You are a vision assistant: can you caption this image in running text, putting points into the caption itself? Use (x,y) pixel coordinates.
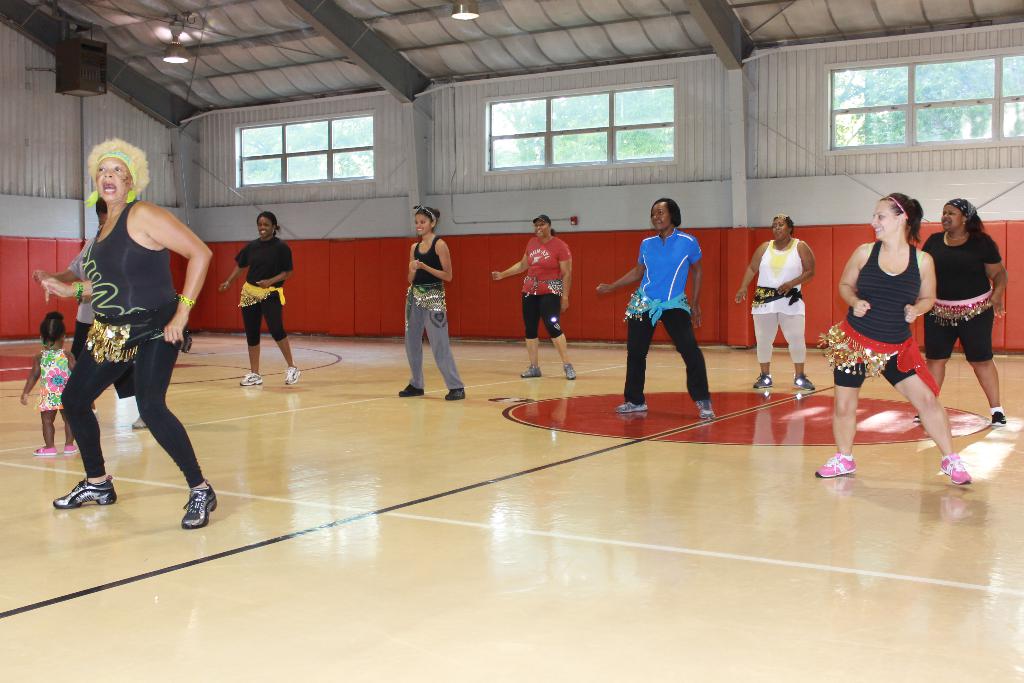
In this picture we can see a group of people (897,269) on the floor (257,409), walls (225,189), windows (908,123), lights (174,51), roof (263,66) and some objects (77,44) and in the background (881,98) we can see trees (890,123).
